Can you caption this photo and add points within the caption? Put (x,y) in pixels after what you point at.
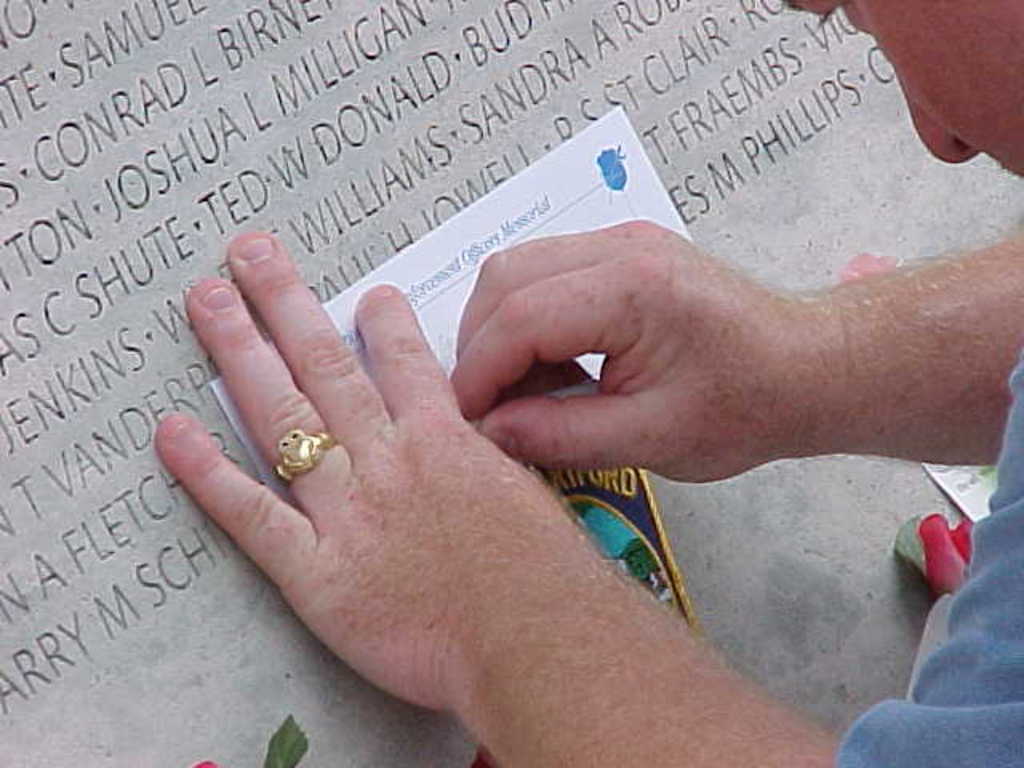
In this picture we can see a person (534,611), he is holding the paper (481,218) and we can see one board (217,156) which is having some letters (233,122) on it.
